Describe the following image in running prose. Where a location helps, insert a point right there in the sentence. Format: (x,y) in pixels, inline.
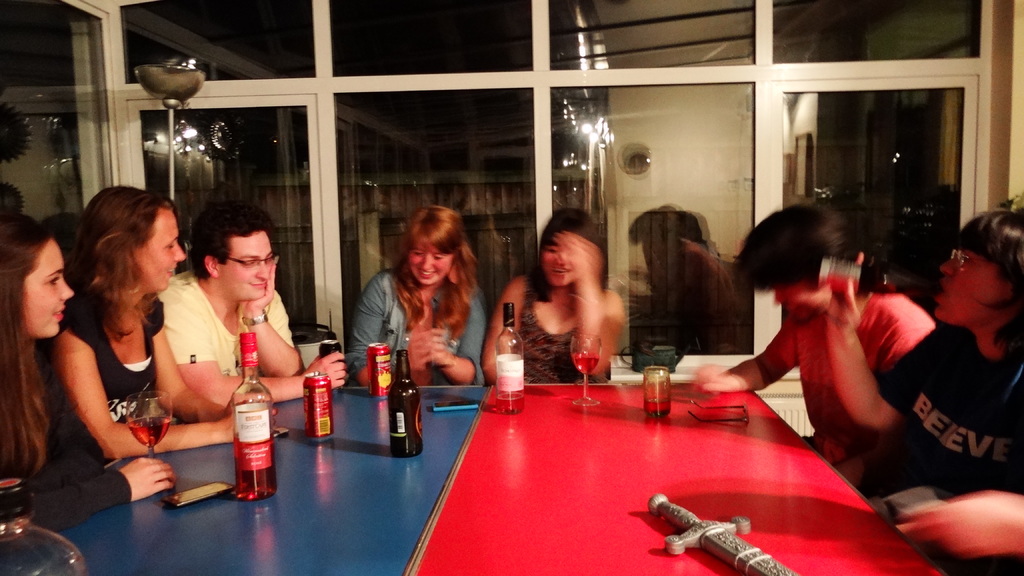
In this image i can see group of people (838,348) sitting, there are few bottles (412,389), mugs (306,398), a knife (680,542) and a spectacles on a table (549,446), table (517,487) is in blue and red color at the back ground (591,196) i can see glass windows (723,142).
